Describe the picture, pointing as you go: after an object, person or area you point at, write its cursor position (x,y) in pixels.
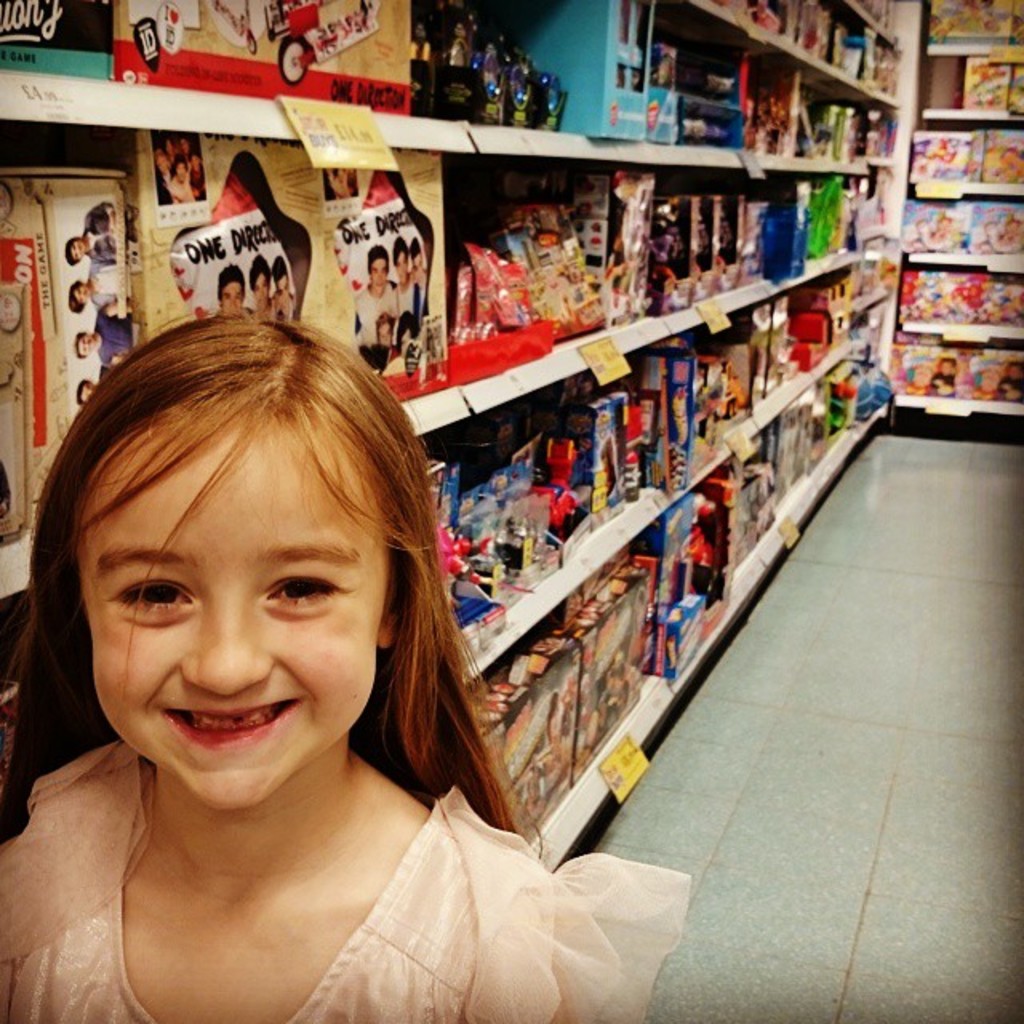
In this image I can see some items (694,281) in the shelf (621,543). On the left side (261,687) I can see a kid (342,752).
